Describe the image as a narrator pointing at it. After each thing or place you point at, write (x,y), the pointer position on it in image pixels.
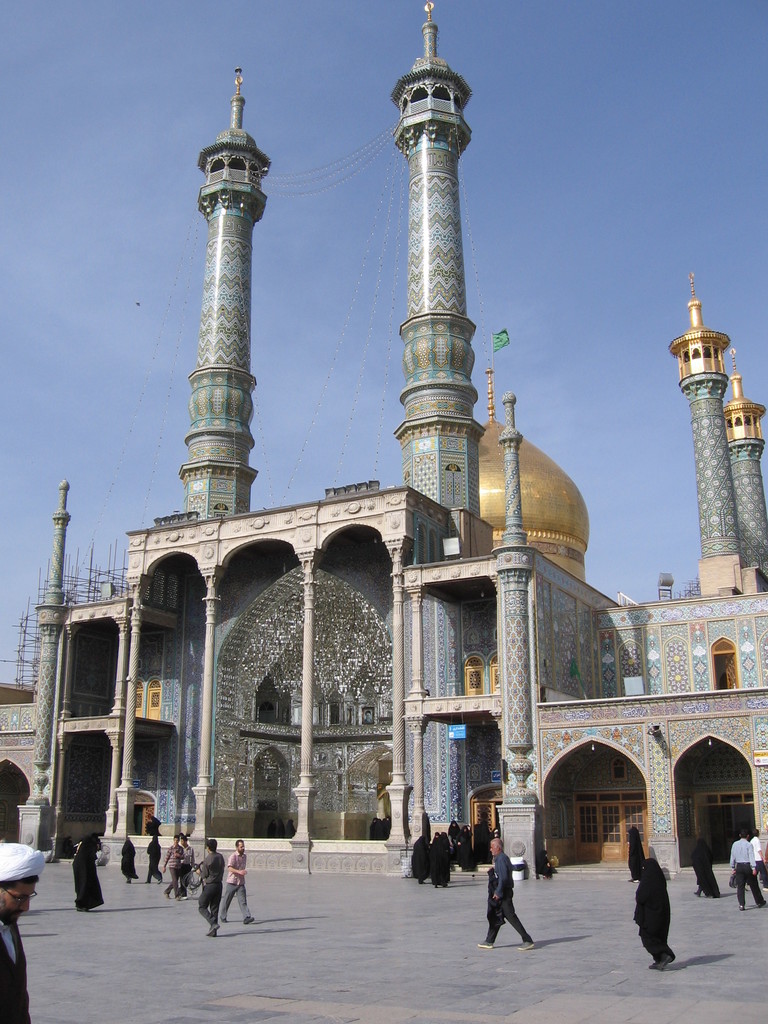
There is a building (285,650) in the picture which is a sacred place (489,679) for muslims. Many of the muslim women (474,846) are moving into the building (493,795) and some of the people (237,886) are walking in front of it. There is an open space (299,949) in front of the building (392,812) and we can observe two towers (413,444) on the building (239,539) and a dome (530,459) behind the building (521,498). A flag (499,338) is also located on the top of the dome (555,504). Beside the dome (556,528) there are two towers (704,556). And in the background (553,185) we can observe sky (306,202).
